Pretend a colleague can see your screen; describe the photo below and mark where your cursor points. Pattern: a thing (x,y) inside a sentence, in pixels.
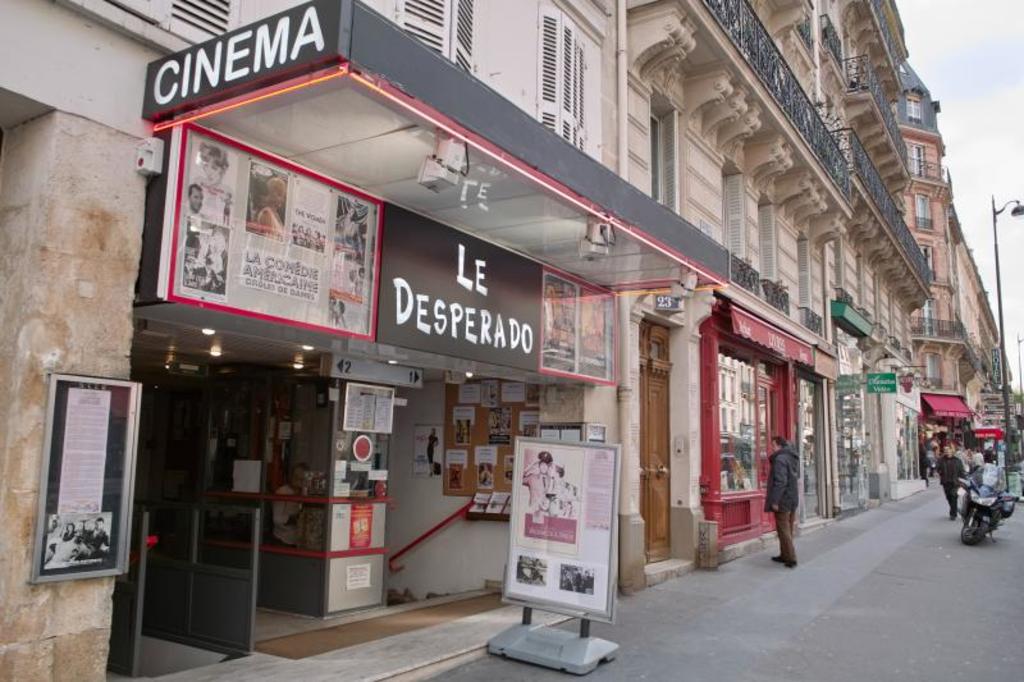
In the picture I can see the buildings (763,111) on the side of the road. I can see the windows (563,105) of the building (618,120) at the top of the picture (578,108). I can see the stores (552,406) on the side of the road (780,592). I can see a banner board (573,486) in front of the store (622,505). I can see a motorcycle (968,537) and a light pole (1002,355) on the right side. I can see two men (768,485) on the road (759,568). There are clouds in the sky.
